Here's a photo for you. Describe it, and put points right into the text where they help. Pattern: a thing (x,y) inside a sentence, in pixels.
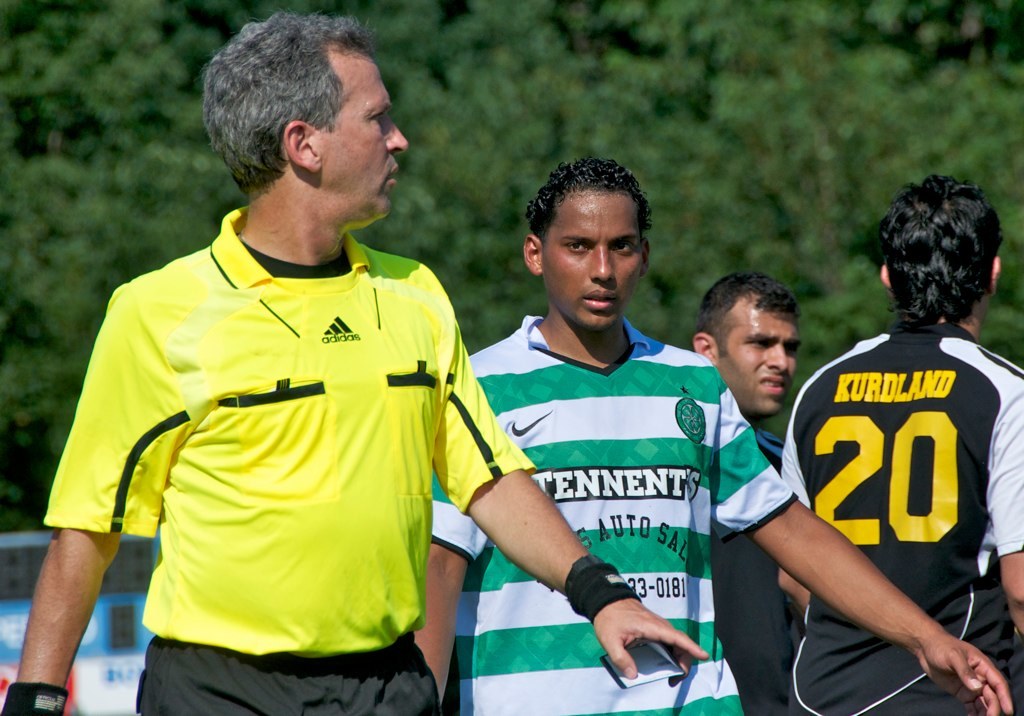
In the image there are four men (457,520) standing. Behind them there are trees (413,74).
